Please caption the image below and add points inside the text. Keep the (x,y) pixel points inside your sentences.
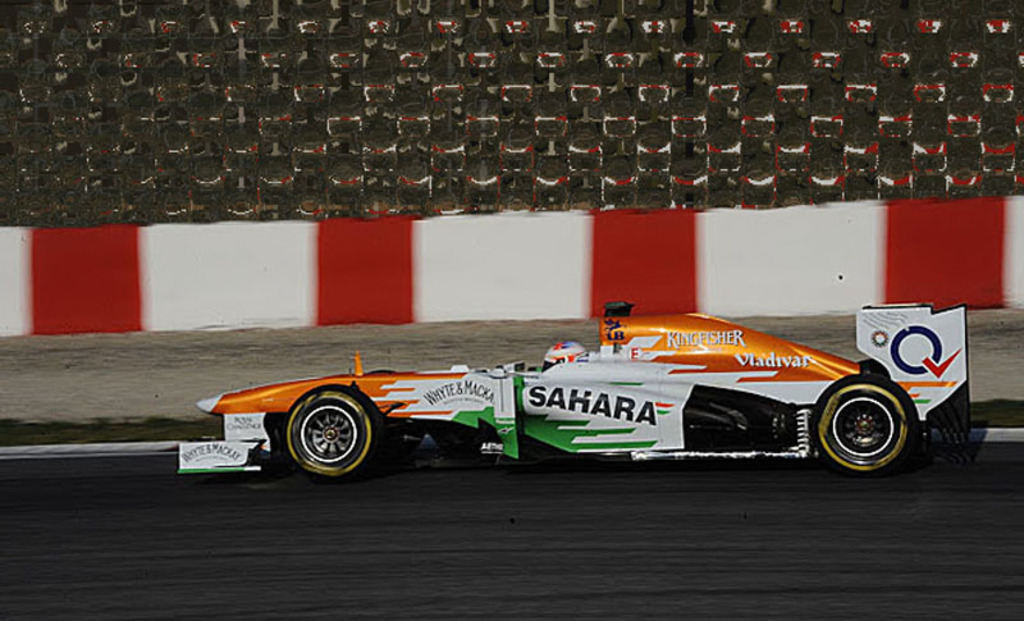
In this image I can see sports car (870,321) visible on road (373,515) in the middle (655,251) I can see fence (114,235) and at the top (866,30) I can see the wall (103,219).
